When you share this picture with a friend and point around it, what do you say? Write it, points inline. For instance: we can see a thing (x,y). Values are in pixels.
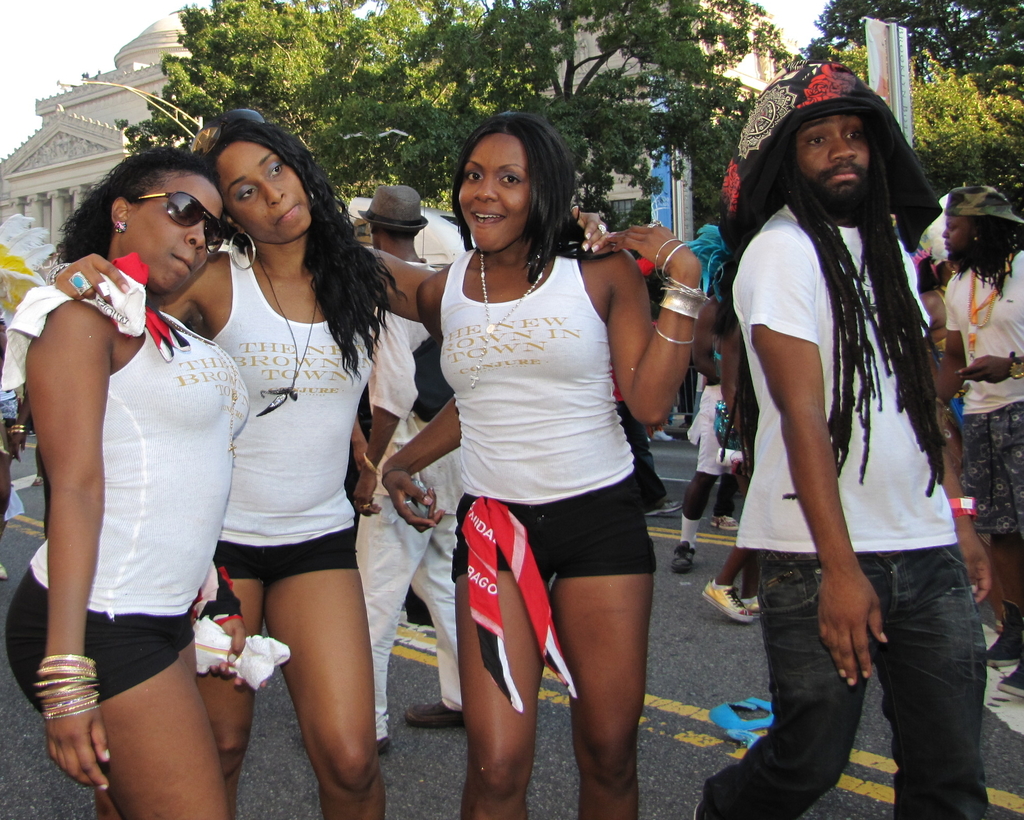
In this image in the front (797,432) there are persons (593,361) standing and smiling. In the background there are buildings (173,53) and there are poles (675,168).
